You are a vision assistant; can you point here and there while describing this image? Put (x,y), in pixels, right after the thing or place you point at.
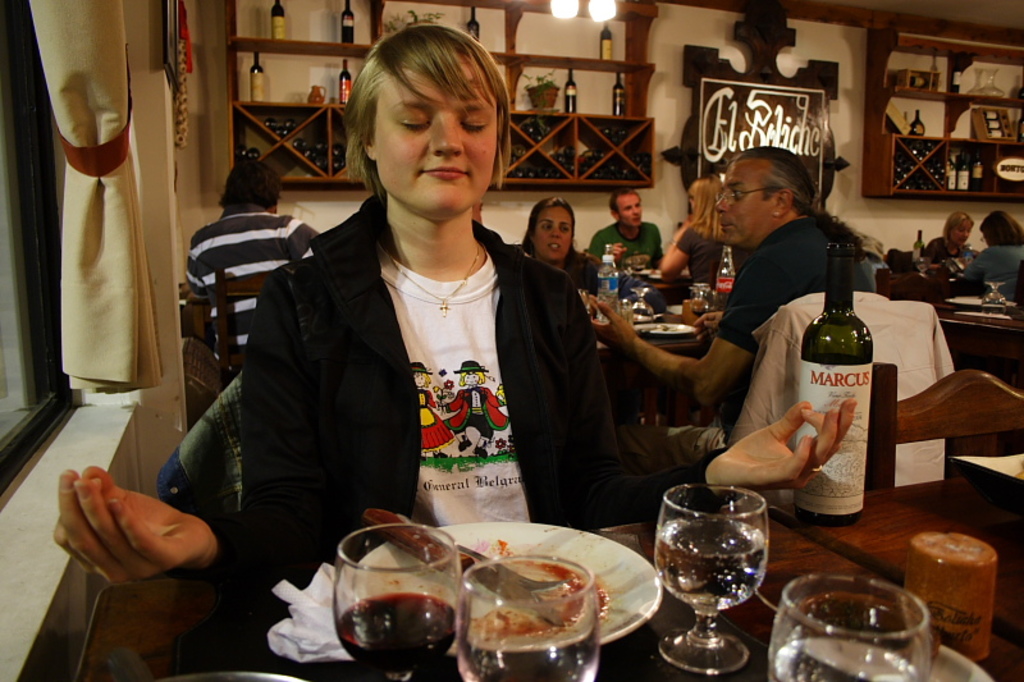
In this picture we can see the group of persons (447,290) sitting on the chairs (913,273) and we can see the wooden tables (804,551) on the top of which we can see the water bottle (613,272), glasses (722,578) of water (729,584), glasses (355,625) of drink (360,642), plates (608,579) and many other items (921,236) are placed. In the background (835,37) we can see the wall (846,46), a wooden object (789,93) hanging on the wall (834,127) and we can see the cabinets (967,97) containing bottles (919,149), potted plants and some other objects (991,91). On the left corner (23,95) we can see the window (21,62) and a curtain (94,223).
